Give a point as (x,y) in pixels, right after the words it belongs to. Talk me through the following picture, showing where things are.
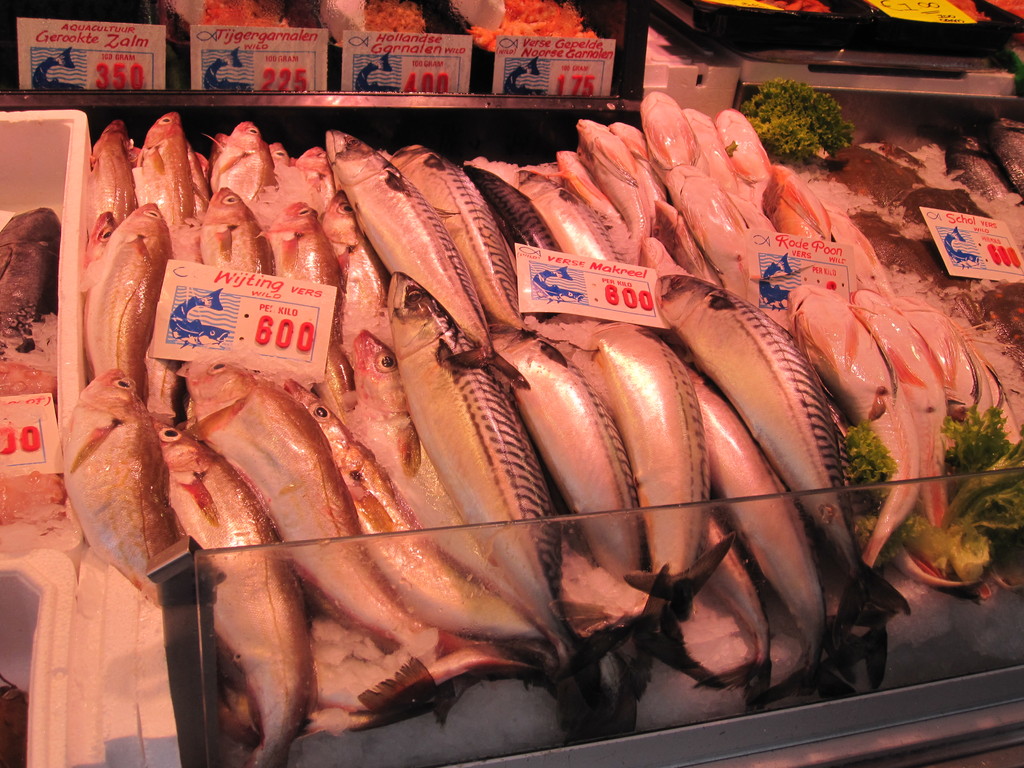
In this picture we can see fishes (543,420), lettuce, price tags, some objects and these all are on platforms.
